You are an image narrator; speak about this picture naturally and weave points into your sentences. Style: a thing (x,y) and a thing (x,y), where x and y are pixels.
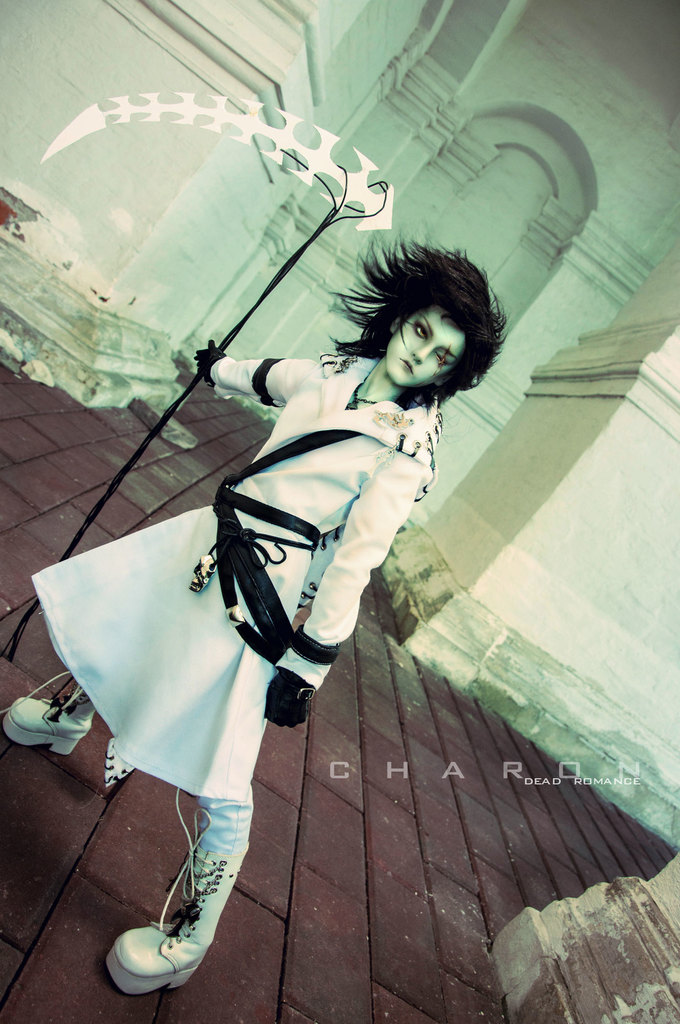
This is an image of a doll (253,364) holding an object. We can see the ground (467,707) and the wall (381,74). We can also see an object (569,937) on the bottom right corner (624,940). We can also see some text (617,781).
